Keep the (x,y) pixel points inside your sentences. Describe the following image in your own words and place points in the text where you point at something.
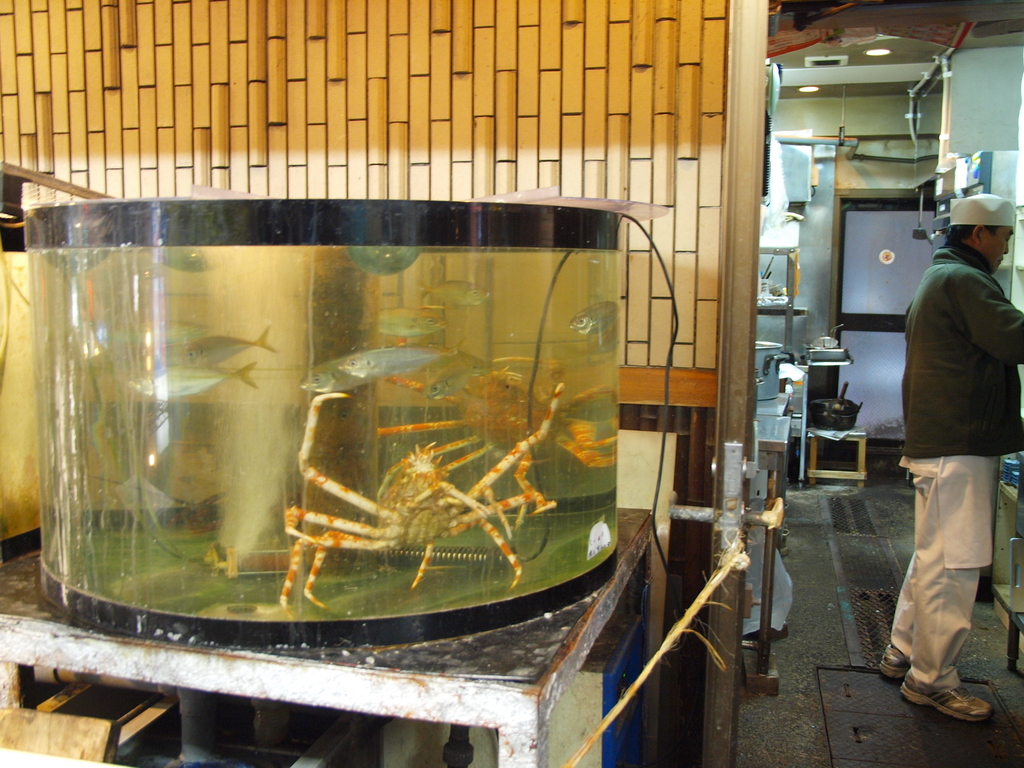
In this image we can see aquatic animals (317,382) in an aquarium (247,442). Behind the aquarium (271,334), we can see a wall (425,154). On the right side of the image (921,615) we can see a person (918,628) standing, a wall (886,163) and few more objects (805,405).
